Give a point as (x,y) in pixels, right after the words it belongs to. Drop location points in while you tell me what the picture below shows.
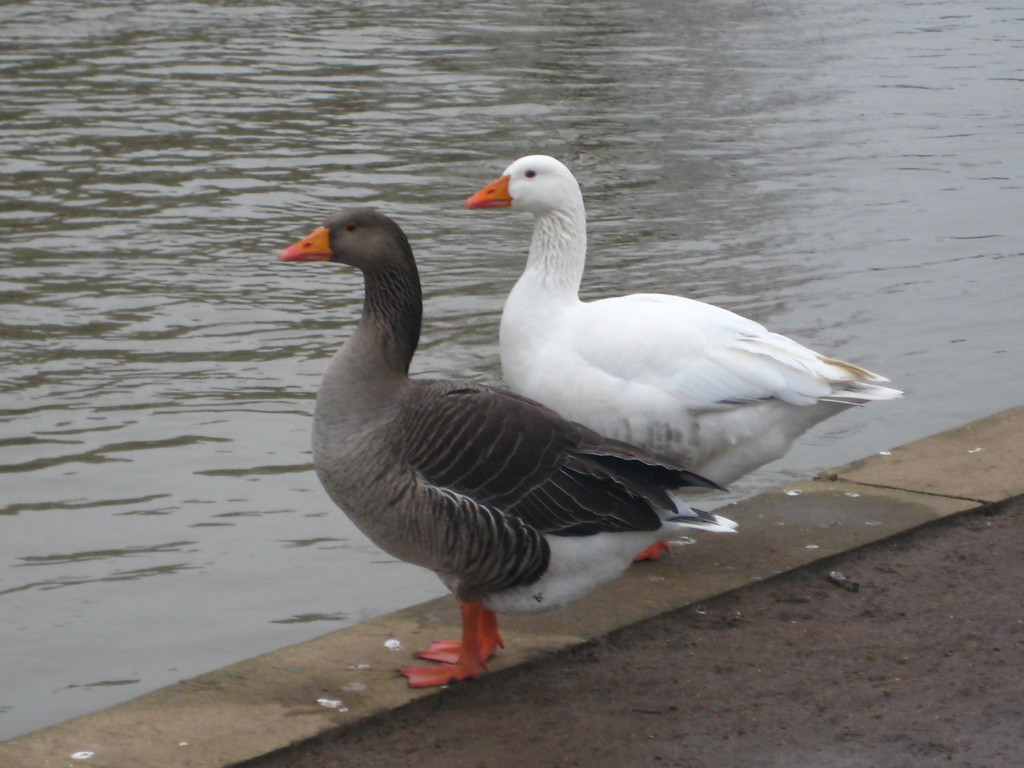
In this image we can see a lake (218,400). There are two birds (579,431) which are standing on the surface of the land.
